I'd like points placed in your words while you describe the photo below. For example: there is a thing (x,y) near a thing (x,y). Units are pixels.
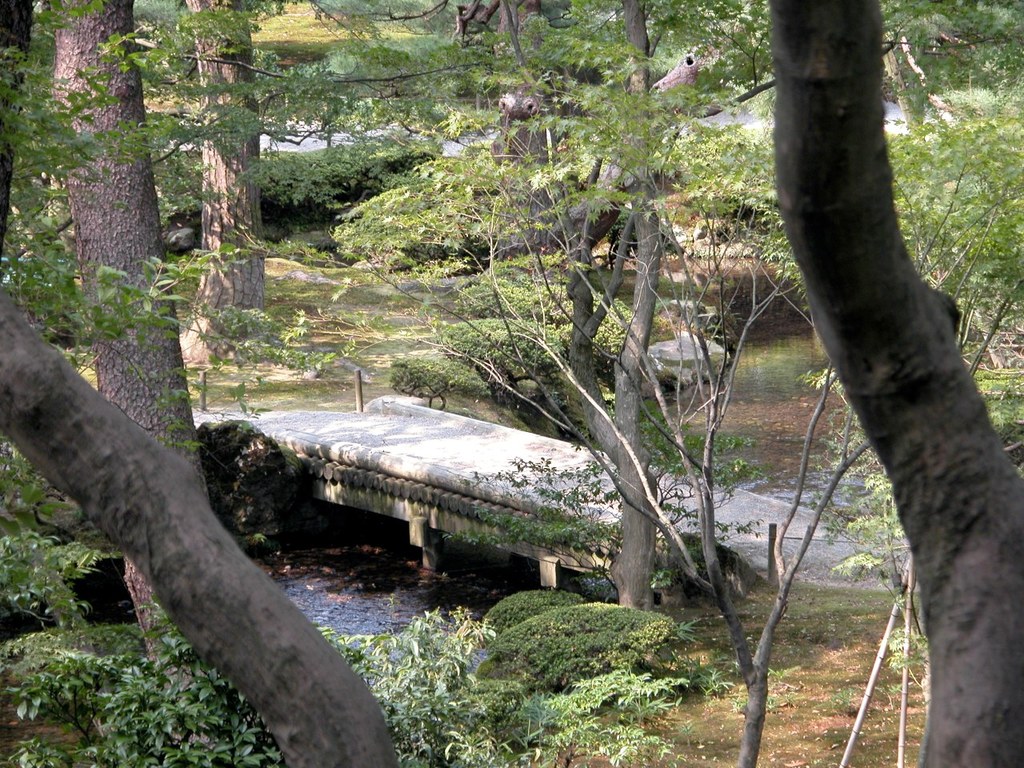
In this image, I can see the trees (861,285), plants (437,390), a bridge (461,459) and there is water (496,568).
